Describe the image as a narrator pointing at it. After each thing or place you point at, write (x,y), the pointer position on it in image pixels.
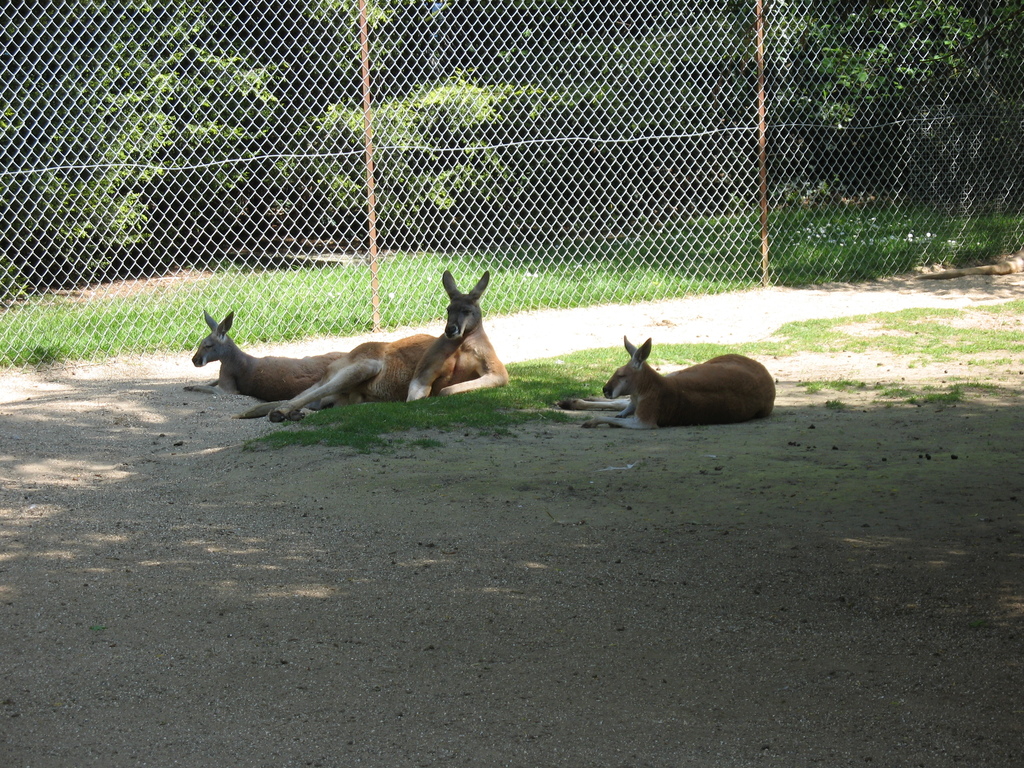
In this image I can see few animals (650,370) are on the sand (847,422). I can see few trees (156,231), net fencing (135,92) and the grass (373,439).
